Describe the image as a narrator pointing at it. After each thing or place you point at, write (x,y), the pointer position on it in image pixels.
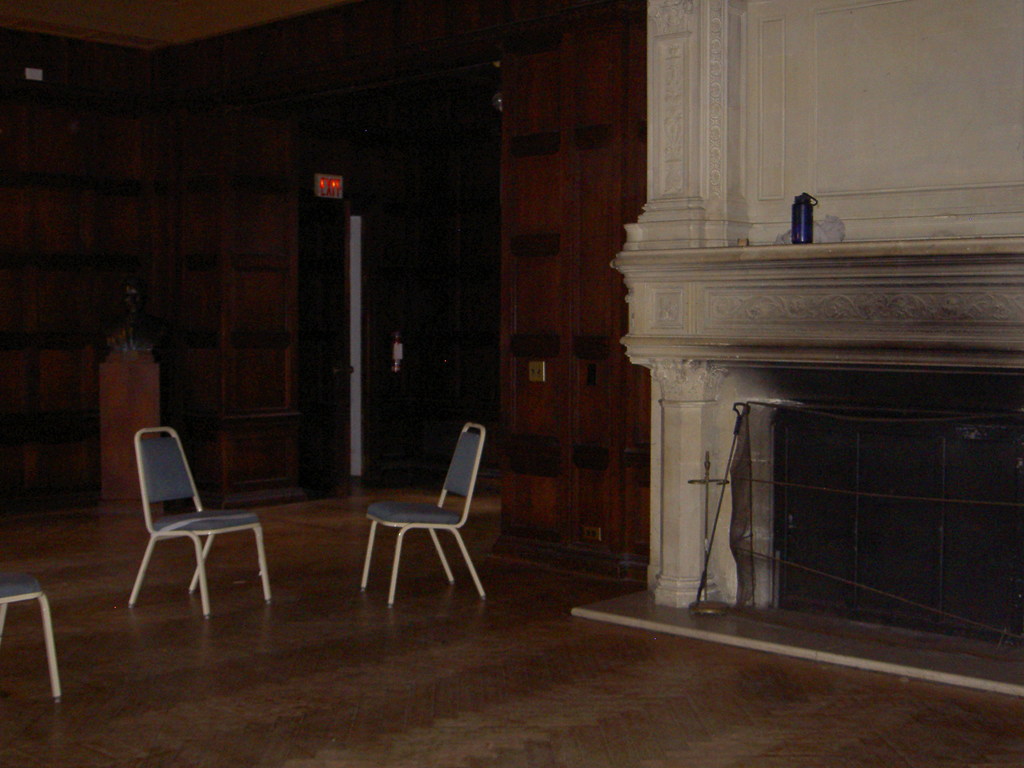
In this image there is floor (541,717) at the bottom (615,711). There is a chair (19,590) on the left corner (51,657). There are chairs (397,539) in the foreground (199,568). There is an object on the wall (867,216), there are objects (796,507) in the right corner (849,396). There are objects (128,337), it looks like a wall (277,291) in the background (201,73).
